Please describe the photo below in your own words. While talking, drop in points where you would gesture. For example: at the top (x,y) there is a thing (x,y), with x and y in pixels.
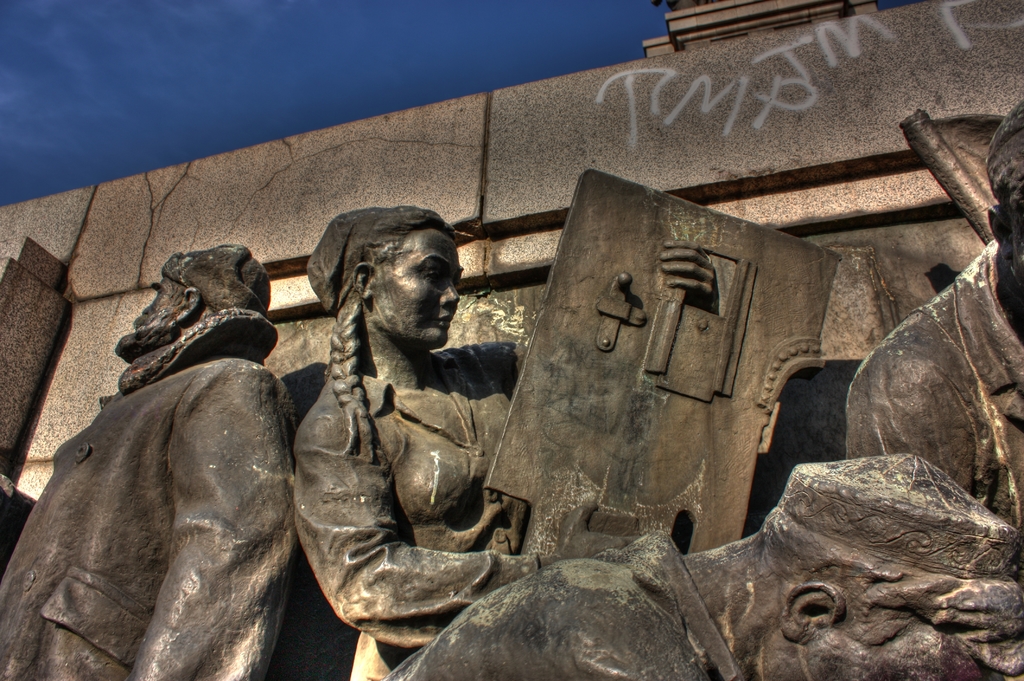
This picture consists of a sculpture (887,411) in the image.
